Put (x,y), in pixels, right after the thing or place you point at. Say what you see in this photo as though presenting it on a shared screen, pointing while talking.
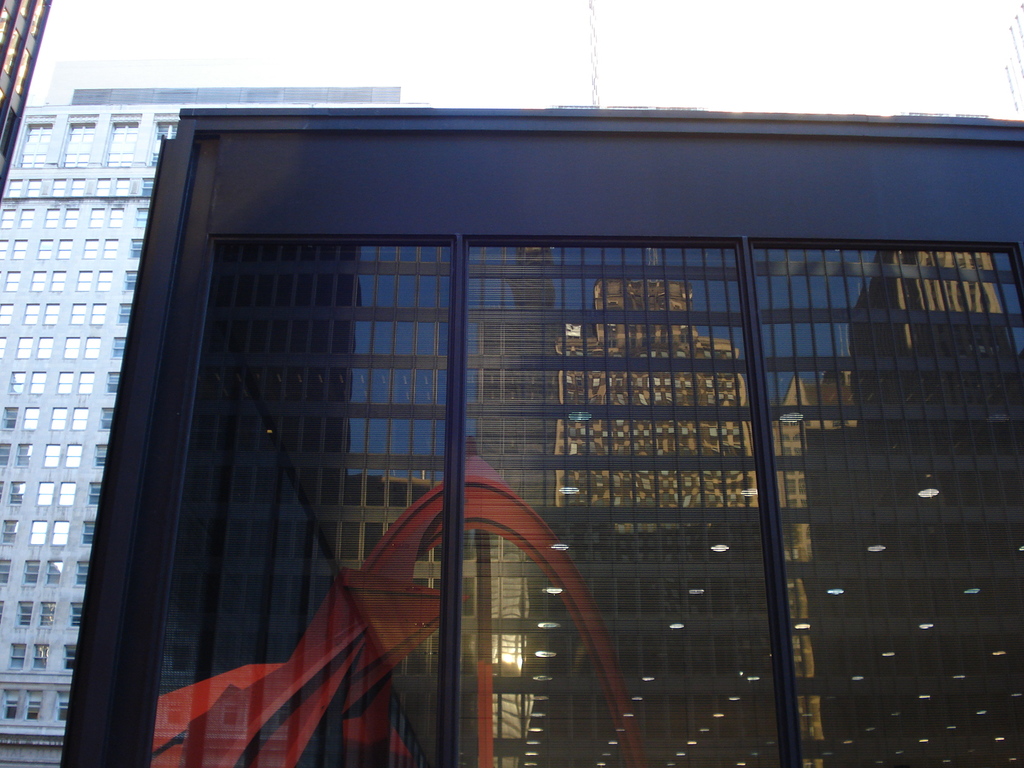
In this image we can see buildings (160,300). There is a building (555,435) with glass walls (696,486). On the wall (593,454) we can see reflections (562,553) of other buildings (664,594) and lights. At the top (496,83) we can see sky (767,53).
